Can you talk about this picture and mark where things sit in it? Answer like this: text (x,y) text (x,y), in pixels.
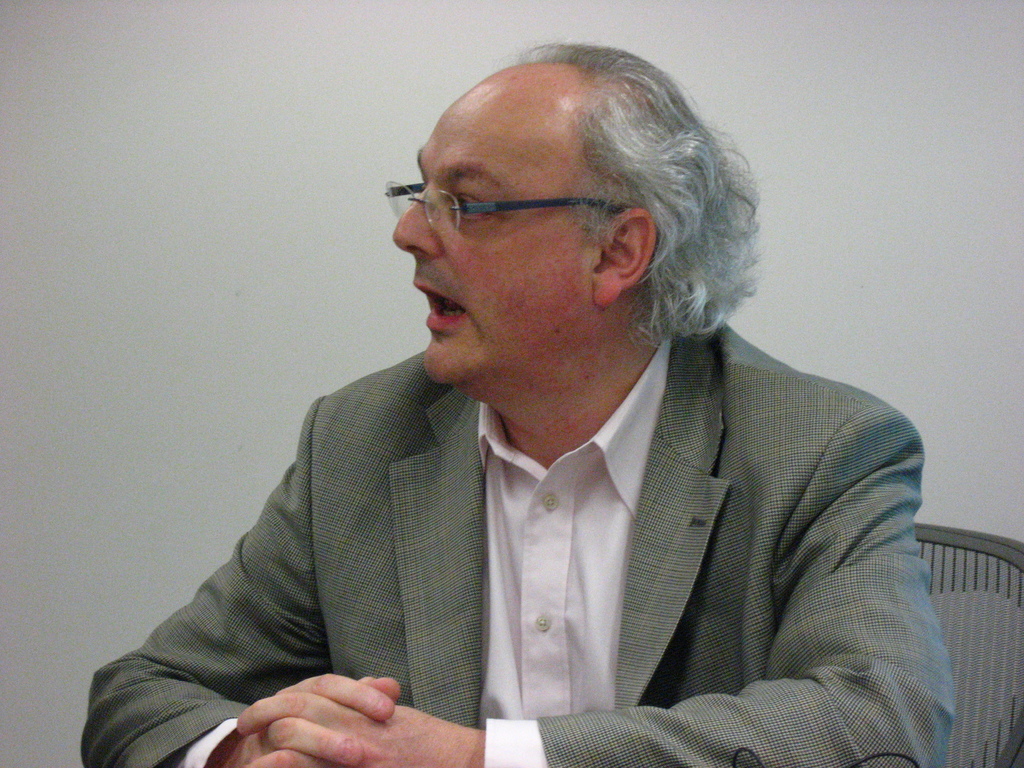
In this picture there is a man (778,395) sitting and talking. At the back (86,289) there is a wall (856,241).
